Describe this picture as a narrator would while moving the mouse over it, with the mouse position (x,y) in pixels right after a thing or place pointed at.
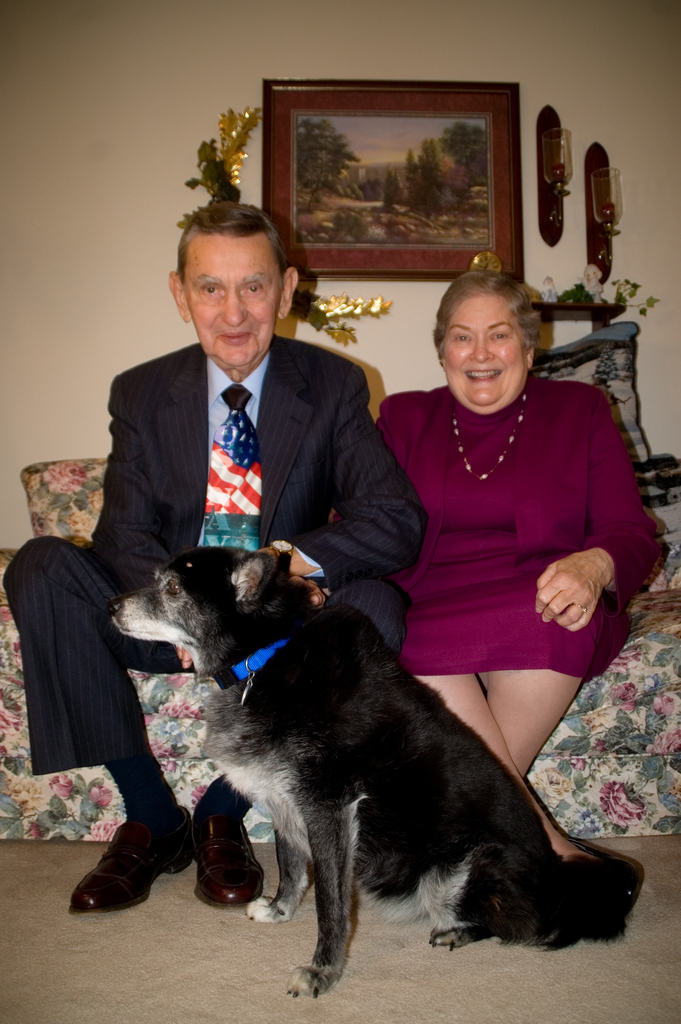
a black colored dog (288,792) is sitting on the floor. behind him there are 2 people (359,520) sitting on a floral sofa (630,693). behind them there is a wall (523,97) on which a photo frame (429,150) is hanged.
